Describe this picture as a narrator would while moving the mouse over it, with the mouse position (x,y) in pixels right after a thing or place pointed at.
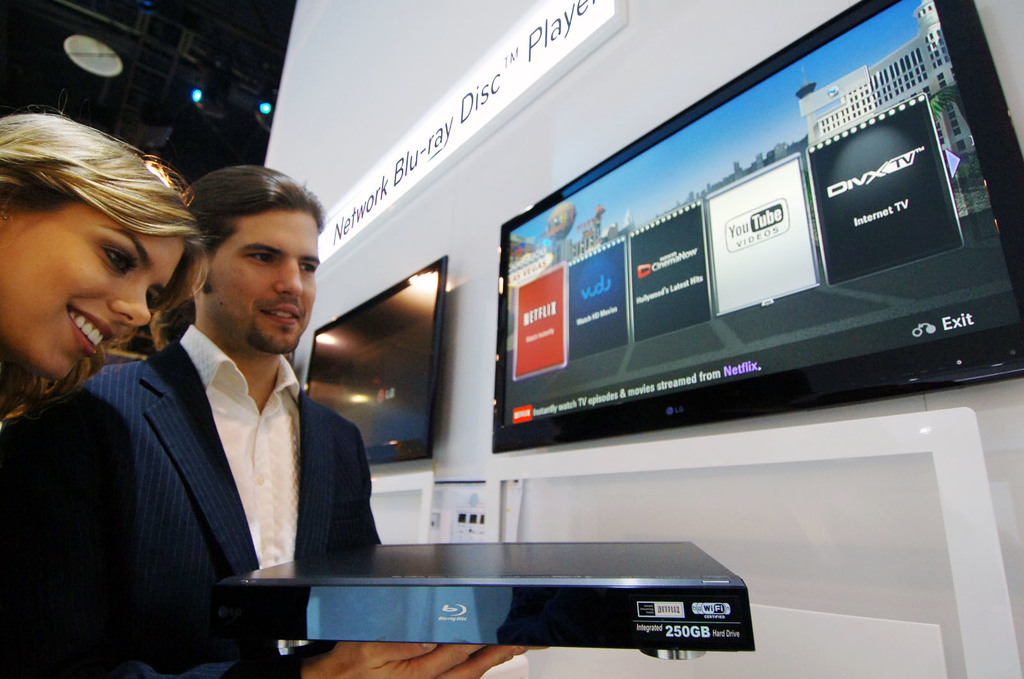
In this picture we can see two people (88,333) smiling, device (319,573), some objects (112,68) and on the wall (631,43) we can see a name board (364,222), televisions (527,259).
